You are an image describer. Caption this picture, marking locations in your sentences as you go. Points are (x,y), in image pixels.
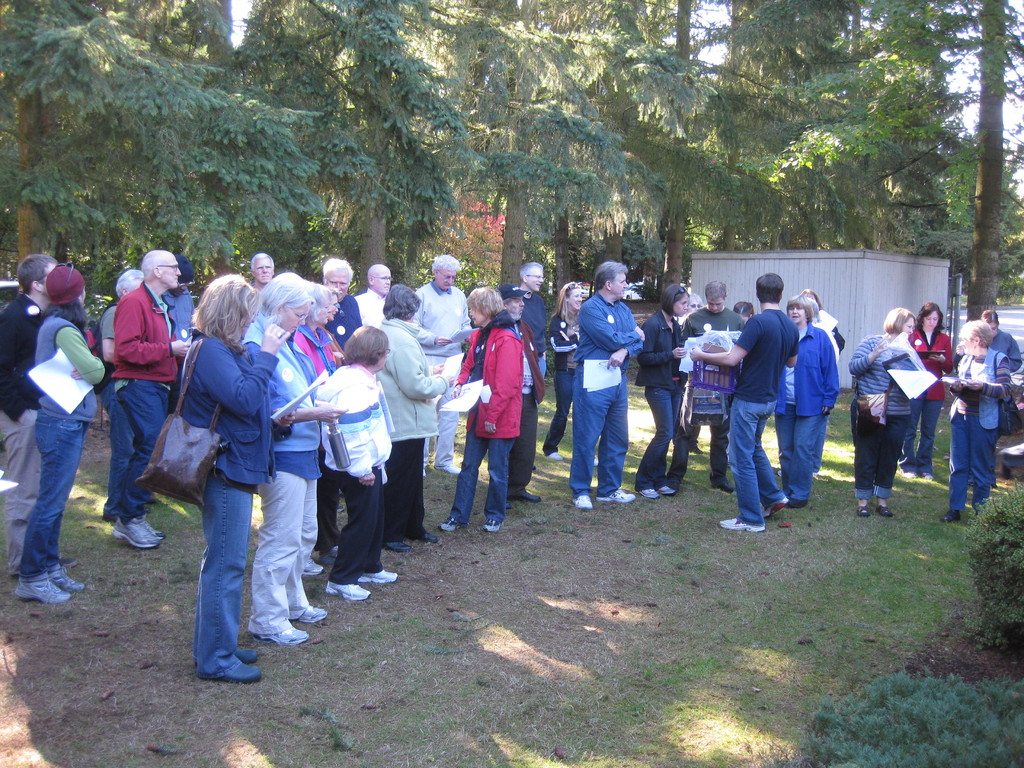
In this image I can see there are few persons (656,390) visible on the ground (605,563), at the top (267,133) there are some trees (632,133) and there is a small tent house (880,274) visible in front of trees (974,262) on the right side (946,262).
